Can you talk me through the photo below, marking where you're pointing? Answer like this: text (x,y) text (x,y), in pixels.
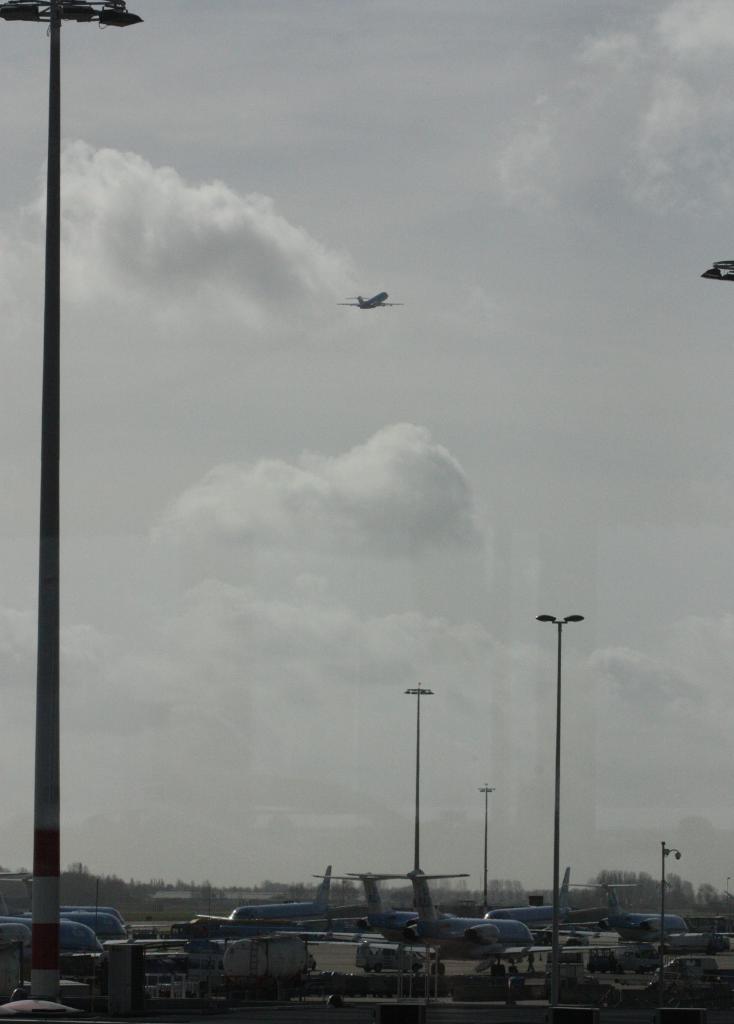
In the image we can see there are aeroplanes (62,928) parked on the runway road (352,953) and there is an aeroplane (379,298) in the sky (364,335). There are street light poles (91,16).
